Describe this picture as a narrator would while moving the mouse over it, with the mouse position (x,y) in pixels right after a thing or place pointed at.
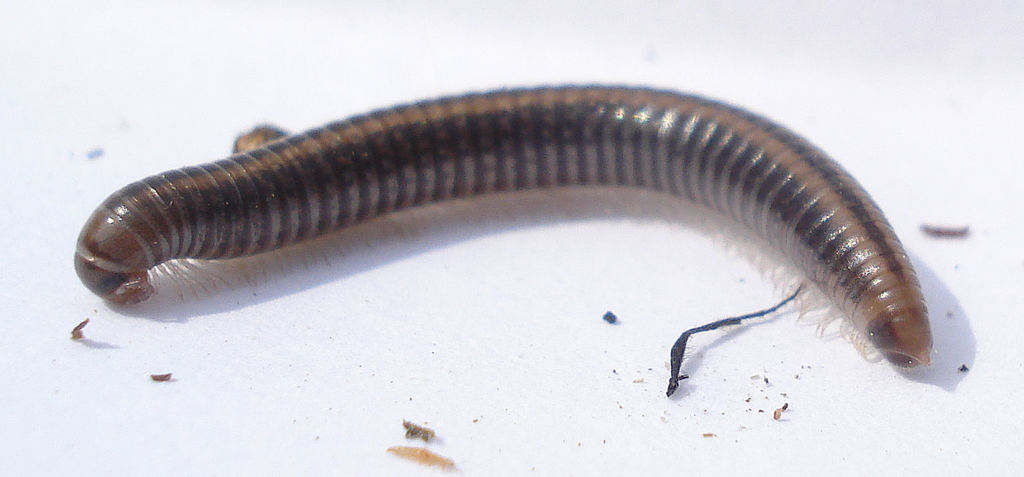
In this image I can see a millipede (120,207) and the millipede (121,222) is on the white color surface (490,309).
